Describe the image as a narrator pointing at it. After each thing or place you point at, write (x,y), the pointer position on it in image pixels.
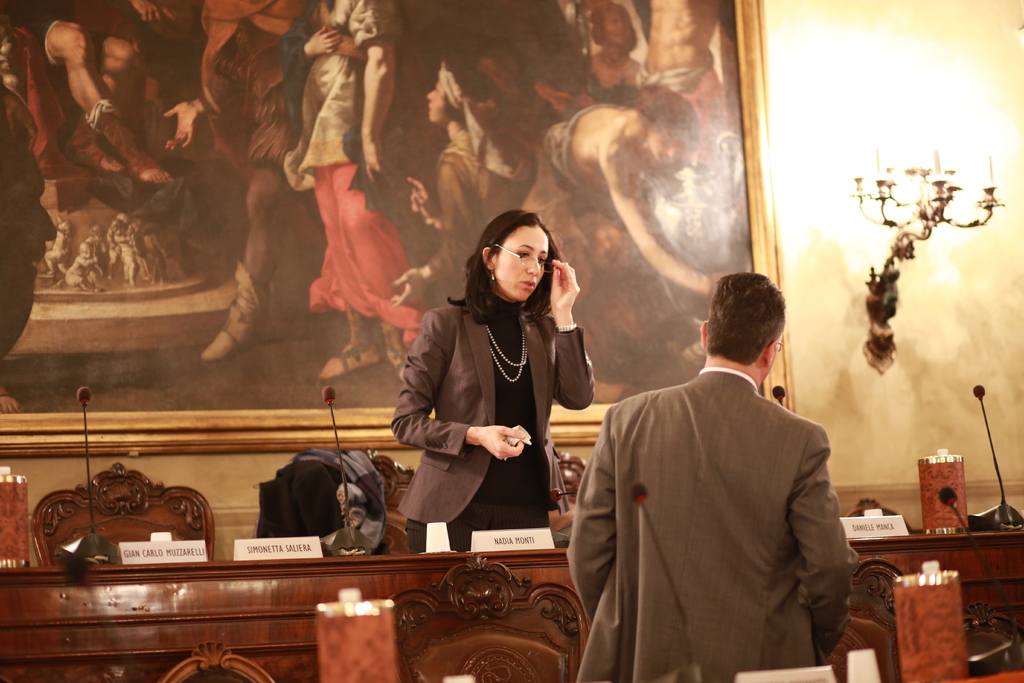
In the foreground of the picture (598,628) there are microphones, nameplate (804,668), bottles (919,639) and a person (695,576) standing. In the center of the picture (454,308) there are chairs (122,514), microphones (358,538), nameplates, bottles (932,508), women (521,505), backpack (291,505) and other objects (525,443). In the background (419,93) there is painting (390,130) and there are candles (938,160).
